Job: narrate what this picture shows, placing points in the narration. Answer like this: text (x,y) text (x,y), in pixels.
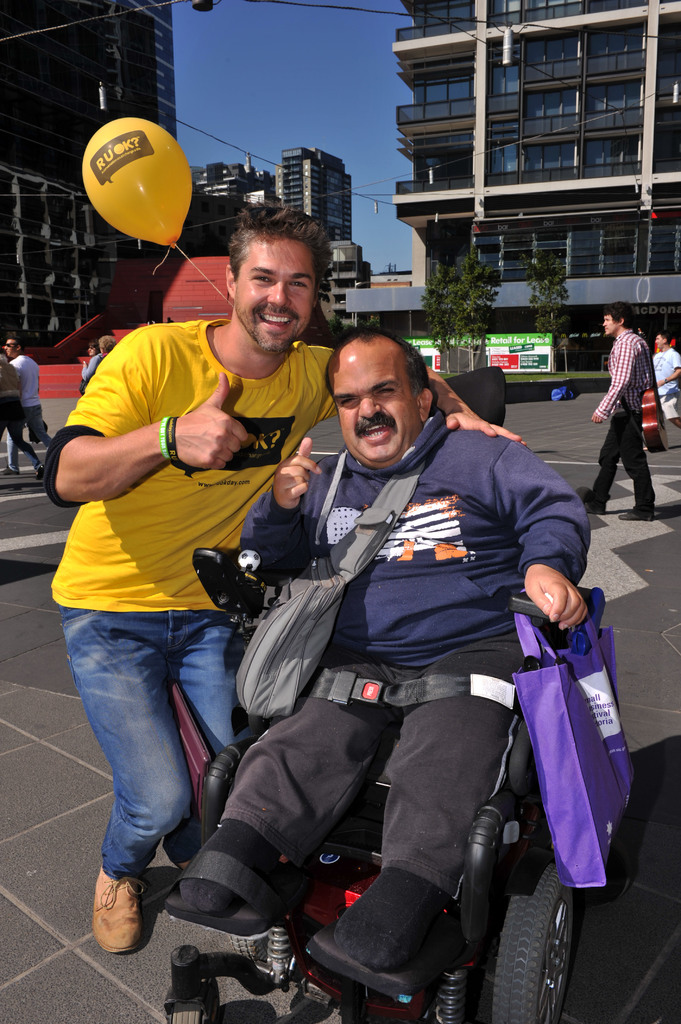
In this picture we can see a person (360,716) sitting on a wheelchair (499,874), some people (20,361) on the road (679,438), balloon (168,205), guitar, posters (523,345), trees (543,282), buildings (517,306), some objects (463,351) and in the background (234,6) we can see the sky (284,118).
